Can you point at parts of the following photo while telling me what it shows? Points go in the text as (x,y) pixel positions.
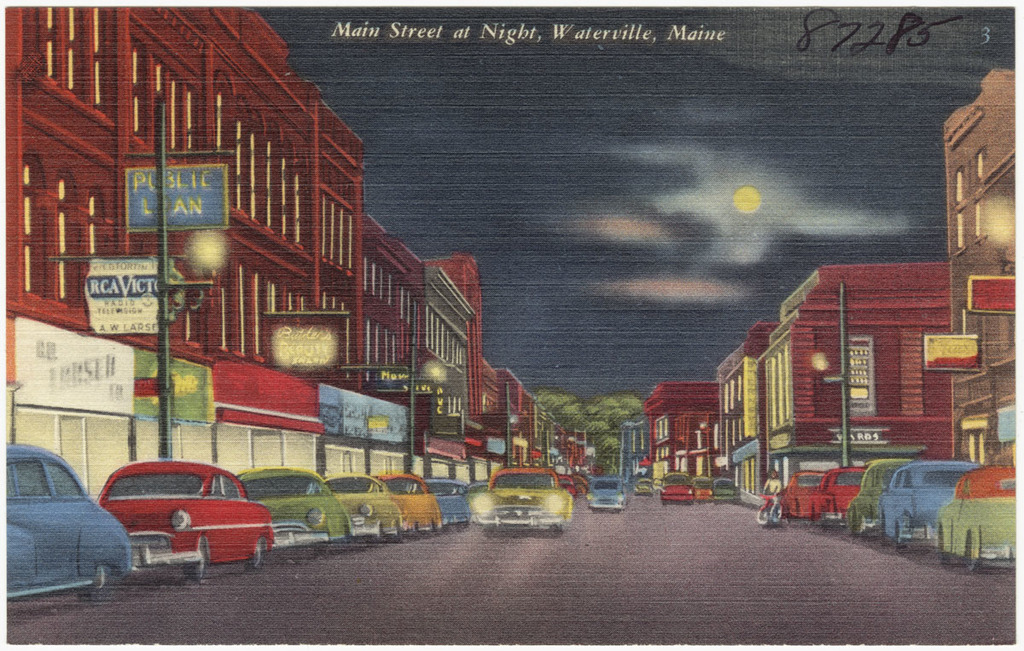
In this image I can see it is an animated picture and there is a text (697,34) written on it. And there are cars (803,482) on the road (553,555). And there is a person (767,491) holding motorcycle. And there are buildings (294,235) and poles (162,213). And there are boards (179,217) attached to the pole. And at the top (497,190) there is a moon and a sky (751,183).
